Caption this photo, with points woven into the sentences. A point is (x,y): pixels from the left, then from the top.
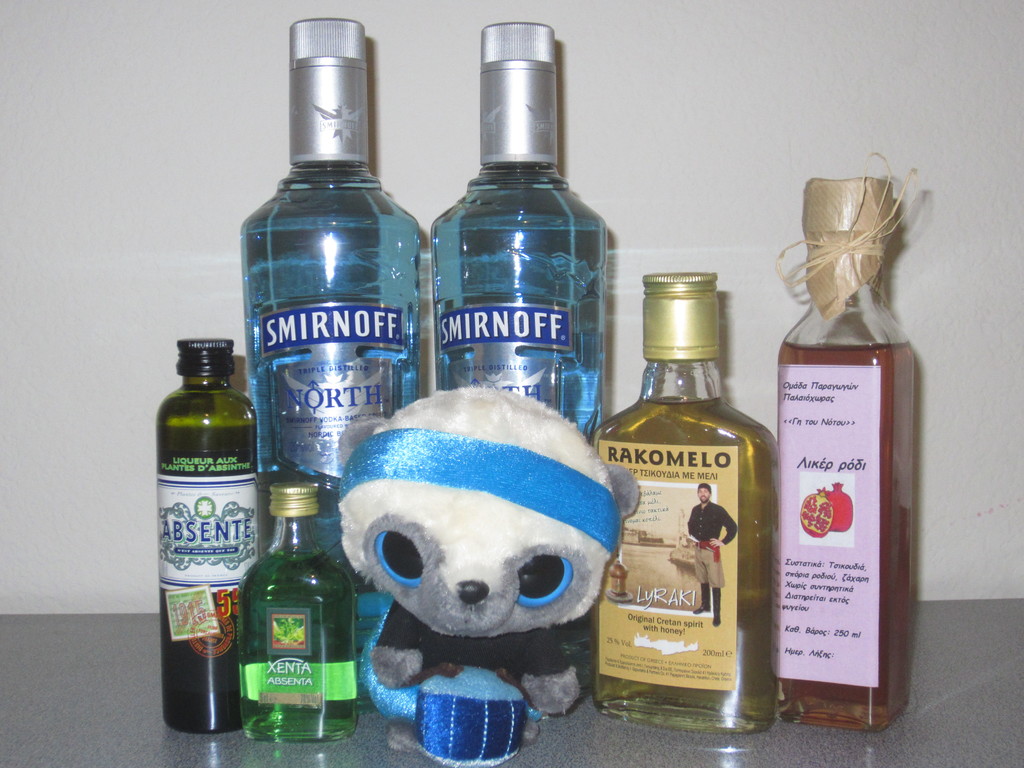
This picture shows bunch of bottles (375,392) of liquor (322,483) and a toy (413,722).
